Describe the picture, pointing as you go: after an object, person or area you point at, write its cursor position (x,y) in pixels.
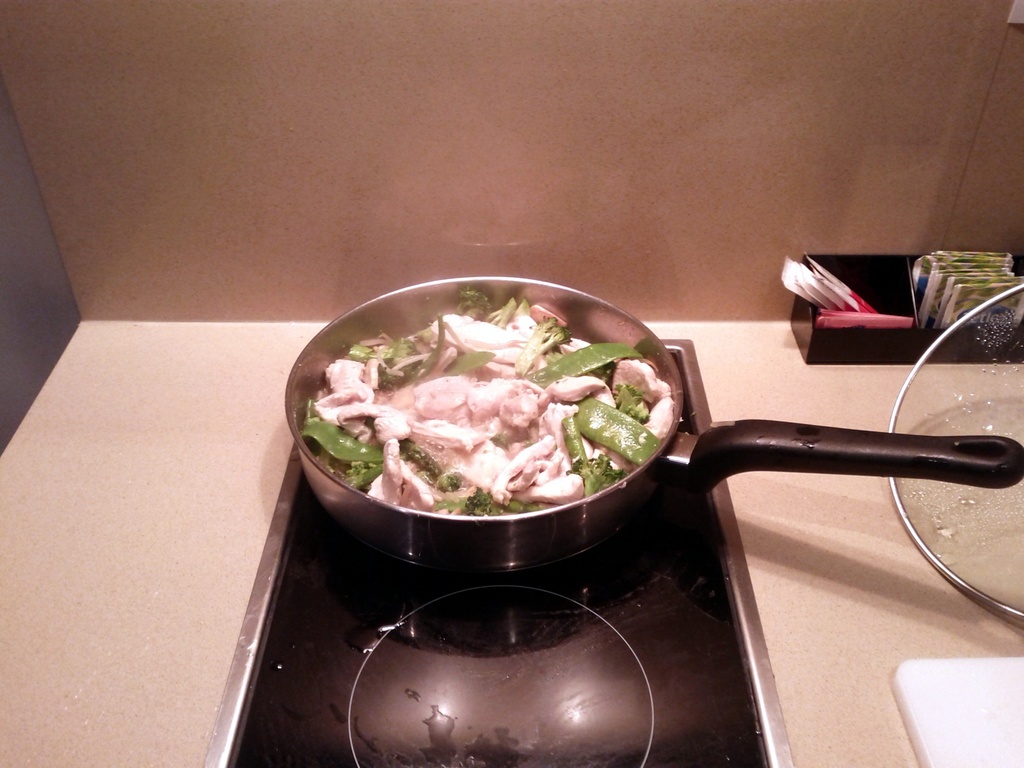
In this image I can see the cream and black colored surface (178,472) and on it I can see a metal bowl (831,466) with a food item (492,417) which is cream and green in color. I can see the lid (947,356), a black colored object (890,342) with few packets (953,268) in it and the brown colored wall (460,134).
